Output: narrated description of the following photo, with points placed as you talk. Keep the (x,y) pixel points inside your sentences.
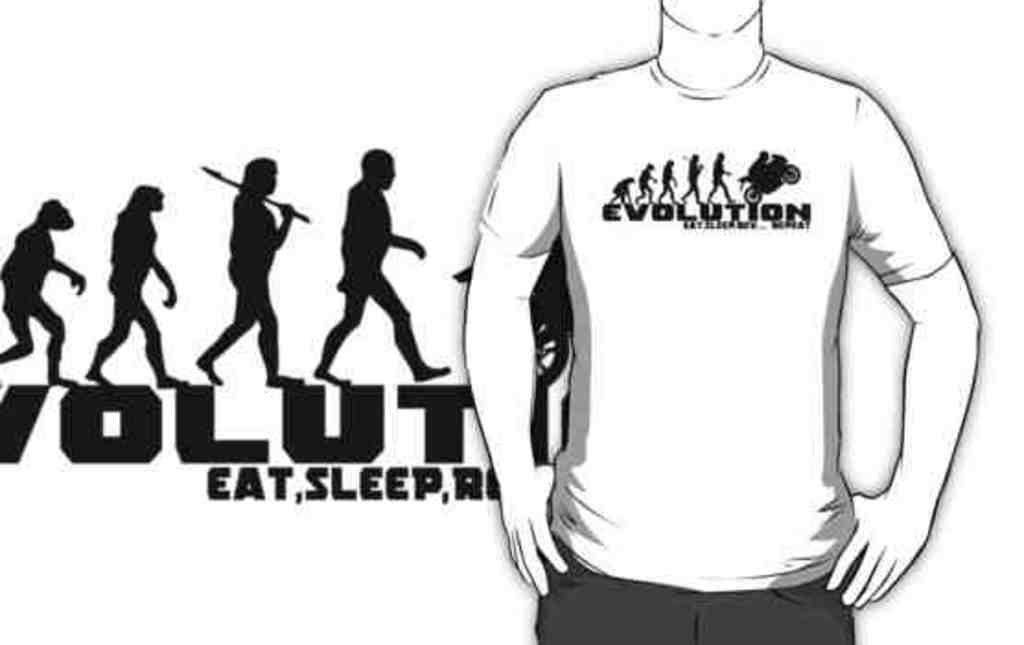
In this image there is a sketch (719,130) of a person (650,121) without a head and ape man (41,263) and some text (447,388) on it.
